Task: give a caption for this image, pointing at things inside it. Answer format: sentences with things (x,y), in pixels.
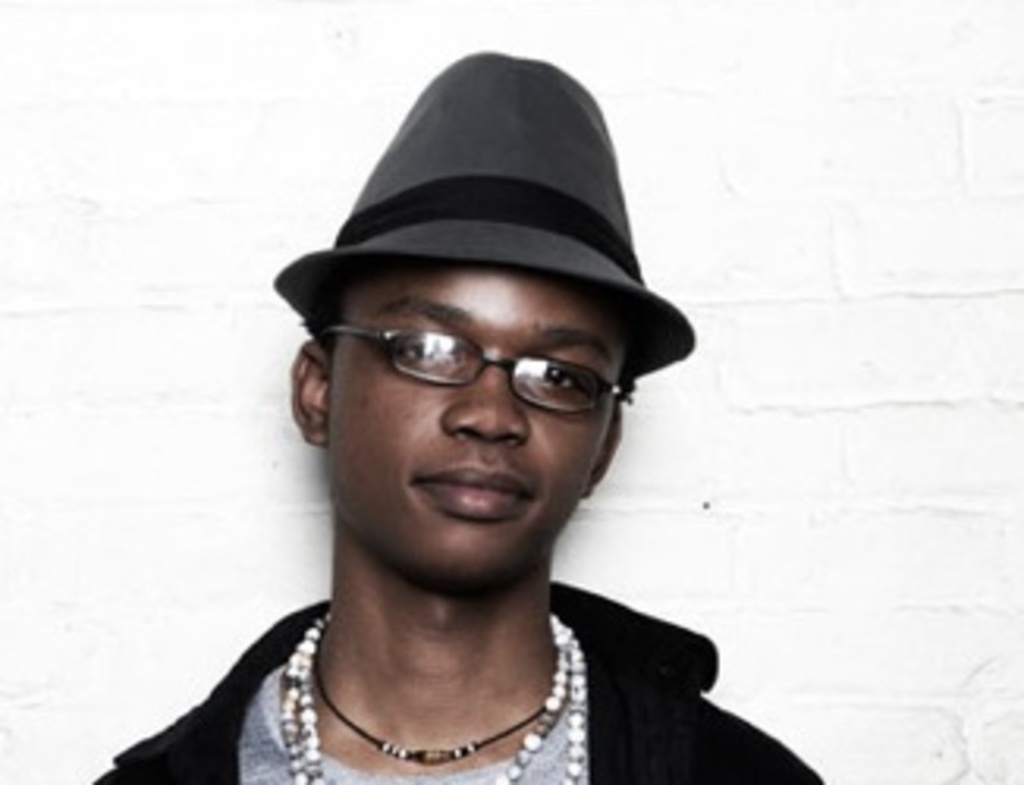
In this image, we can see a man (499,637) wearing a black color jacket (701,731) and also having glasses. In the background (802,756), we can see a white color.
